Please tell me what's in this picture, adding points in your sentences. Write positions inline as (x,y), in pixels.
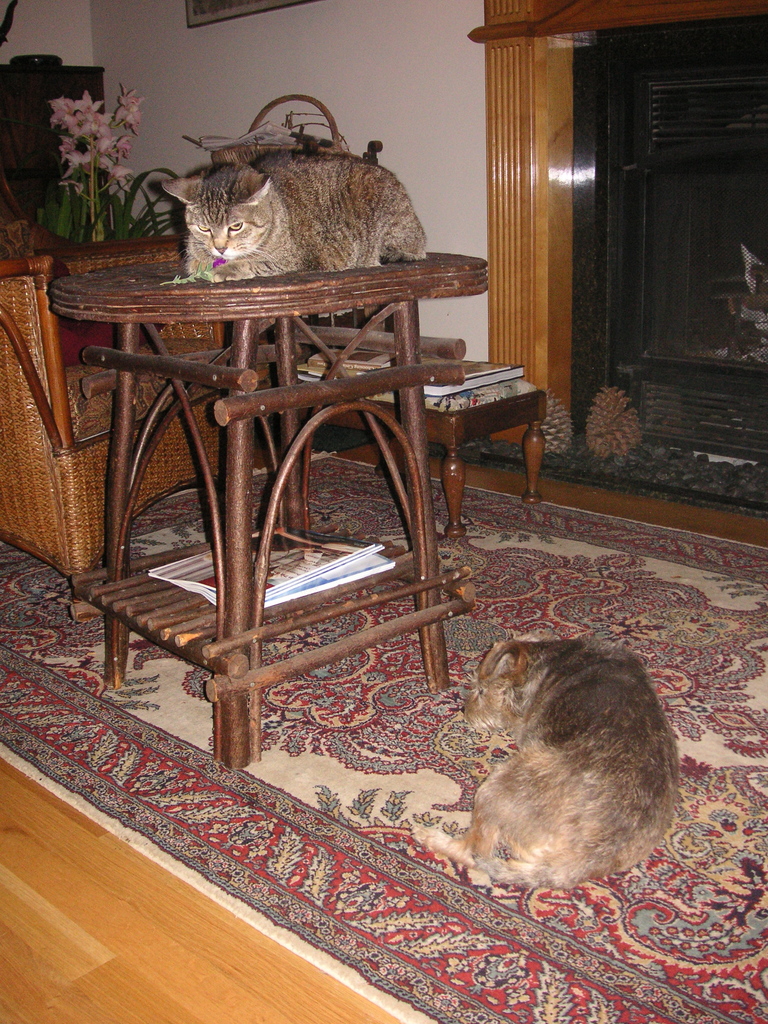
Here in this picture there are two animals (557,742) present, a dog (537,763) on the floor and a cat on the table (241,670) present on the floor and beside that we can see a chair (88,336) and behind that we can see a flower pot (107,194).
